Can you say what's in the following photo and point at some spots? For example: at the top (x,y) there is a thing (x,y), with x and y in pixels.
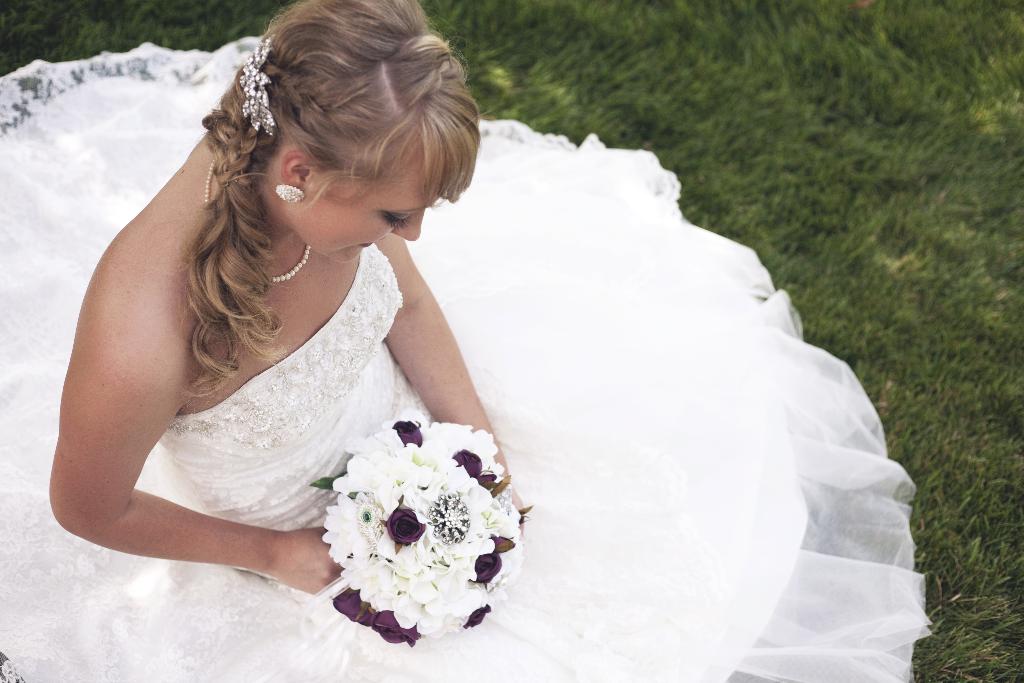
In this picture there is a girl (742,281) who is sitting on the left side of the image (184,182), on the grassland (984,165), by holding the flowers (503,544) in her hands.
